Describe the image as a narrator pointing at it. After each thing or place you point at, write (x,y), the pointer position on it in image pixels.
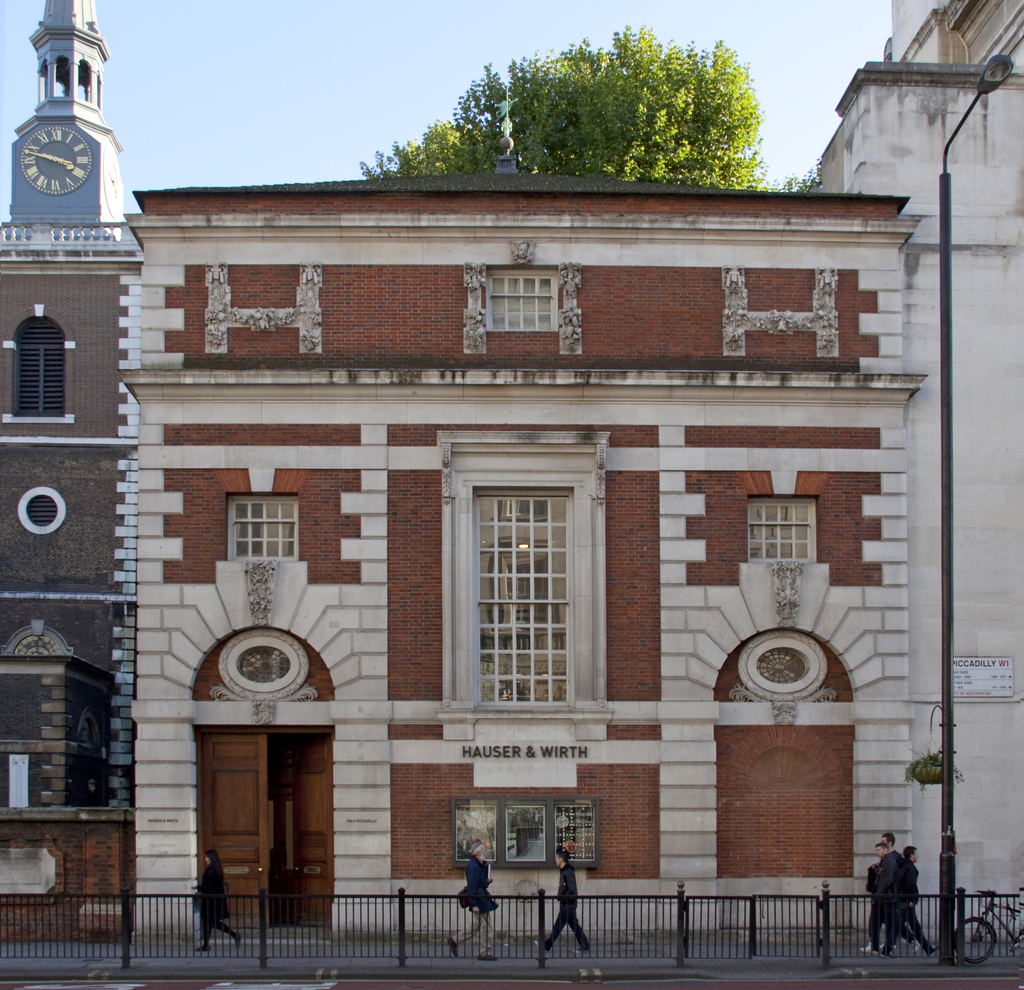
In this picture there are buildings (758,428) in the image and there is a clock tower (47,5) at the top left side of the image (83,141) and there is a tree (485,112) at the top side of the image (556,133), there are people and a boundary (1017,924) at the bottom side of the image (999,894).
